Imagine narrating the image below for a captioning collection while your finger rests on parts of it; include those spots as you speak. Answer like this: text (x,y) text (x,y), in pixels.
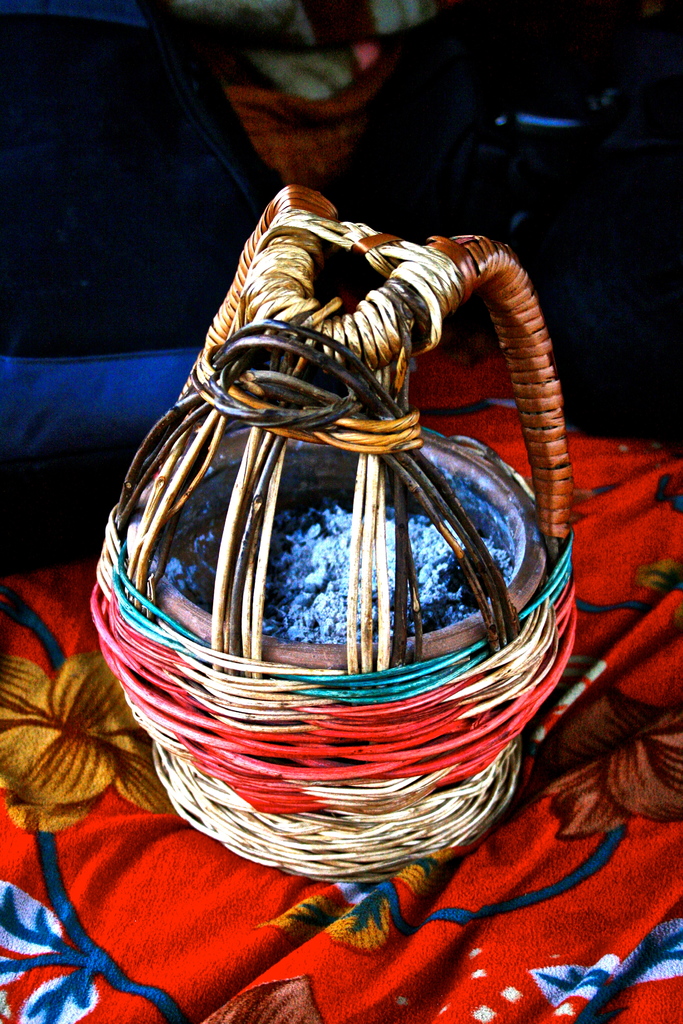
Here we can see a basket (239,801) with some item (288,589) in it on a cloth (254,913). In the background (292,174) the image is not clear but we can see a cloth (278,83) and other objects (42,386).
